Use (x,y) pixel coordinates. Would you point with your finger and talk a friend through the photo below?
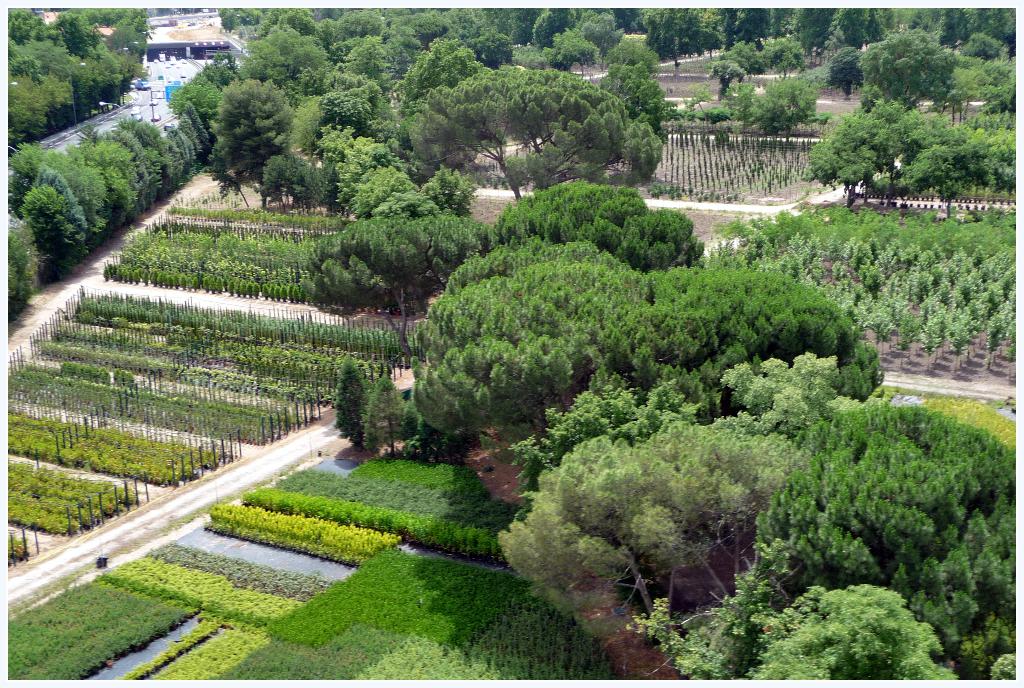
There are many trees (455,367) in the image and there are many small plants (175,339). There is a road (160,125) at the left side of the image (131,102).
